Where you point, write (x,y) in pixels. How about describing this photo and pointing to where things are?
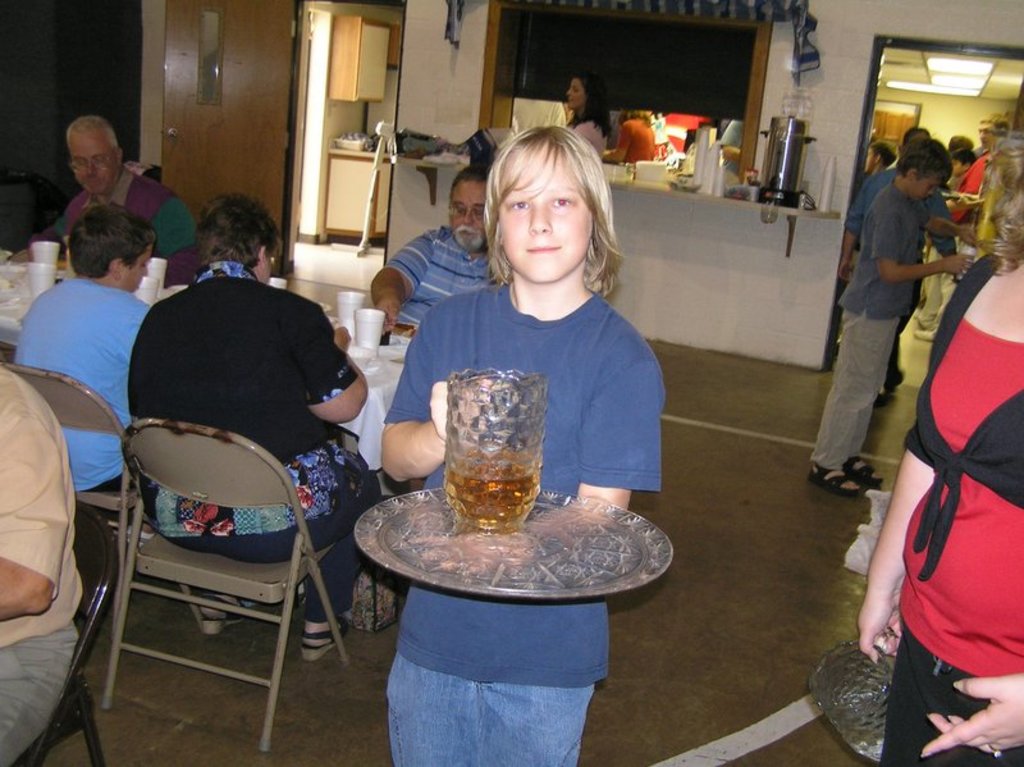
This is a picture consist of a group of people (268,226) and there is a table (369,354) in the left side (324,373) and there are four people (121,159) sitting around the table (14,271), on the table (1,309) there is a glass (164,260) and plates (395,353) are visible. And a boy (429,320) wearing a blue color standing on the floor (298,685) on the middle (562,346) he is holding plate (524,539) on his hand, on the right corner (902,162) I can see group of people (915,240) standing on the floor (780,455), on the middle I can see there are the two persons (641,138).
